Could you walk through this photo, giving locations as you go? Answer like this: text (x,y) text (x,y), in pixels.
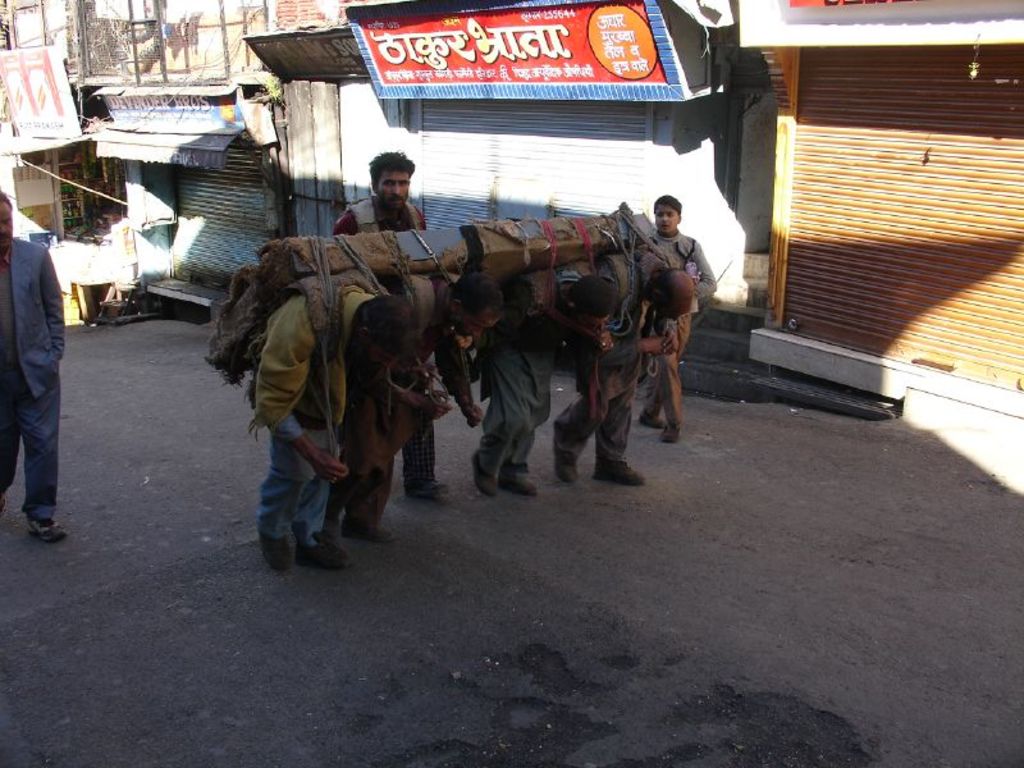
In this image we can see some people (564,338) carrying a wrapped load (448,235) on their backs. And we can see three people (4,284) behind them. And we can see the road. And we can see board (478,54) some text (438,74) written on it. And we can see some shelters (96,125).
